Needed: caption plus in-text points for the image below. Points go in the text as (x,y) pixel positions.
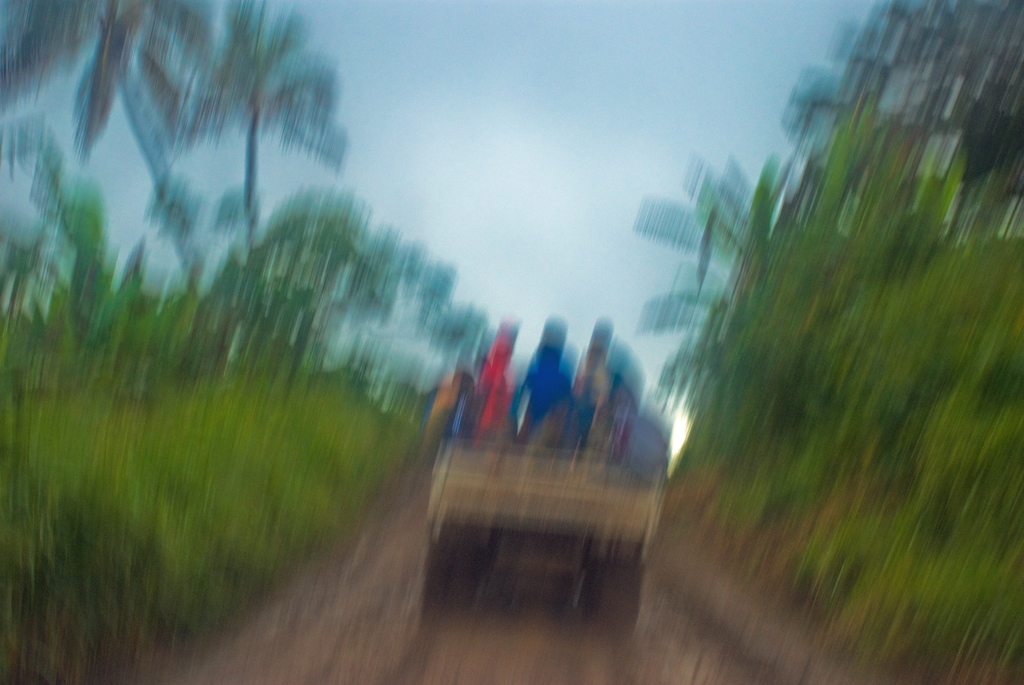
This image is blur where we can see a vehicle (543,501) on which there are few people (591,400). On either sides, there is greenery (805,356). At the top (585,62), there is the sky (542,66).
